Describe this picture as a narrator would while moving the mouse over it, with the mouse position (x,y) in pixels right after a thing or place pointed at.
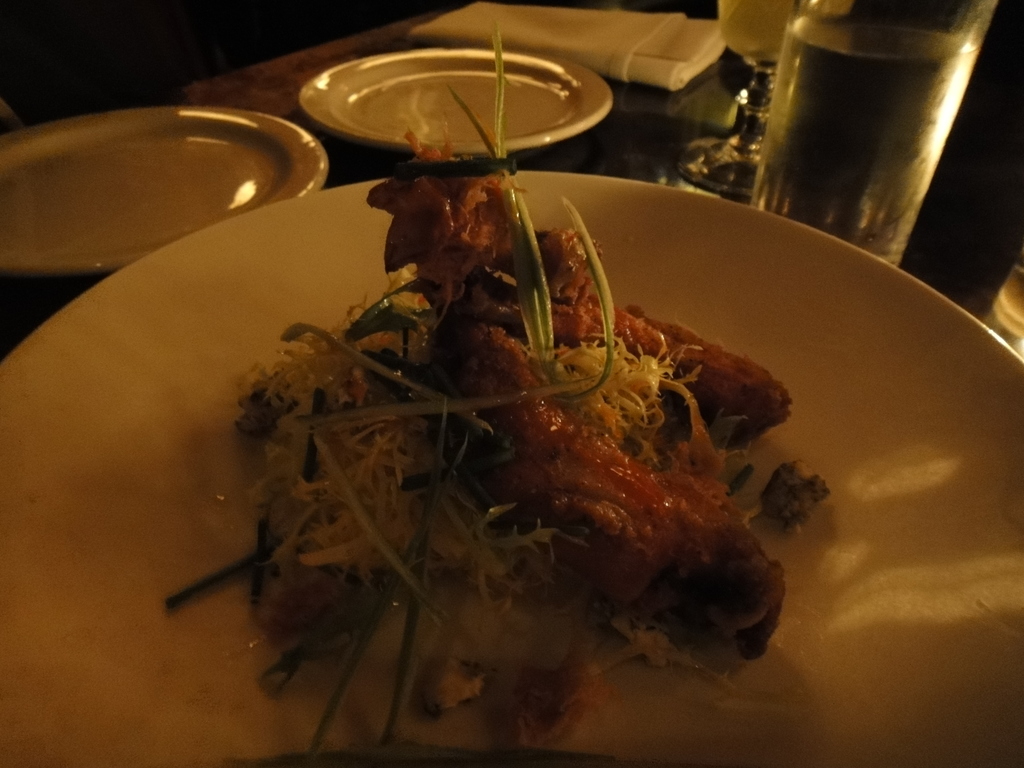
In this image there are few plates (970,561), glasses (802,161) and napkin (628,63) are on the table (634,142). Front side of image there is a plate (981,515) having some food (564,467) in it. Glass (907,197) is filled with drink (883,202).
